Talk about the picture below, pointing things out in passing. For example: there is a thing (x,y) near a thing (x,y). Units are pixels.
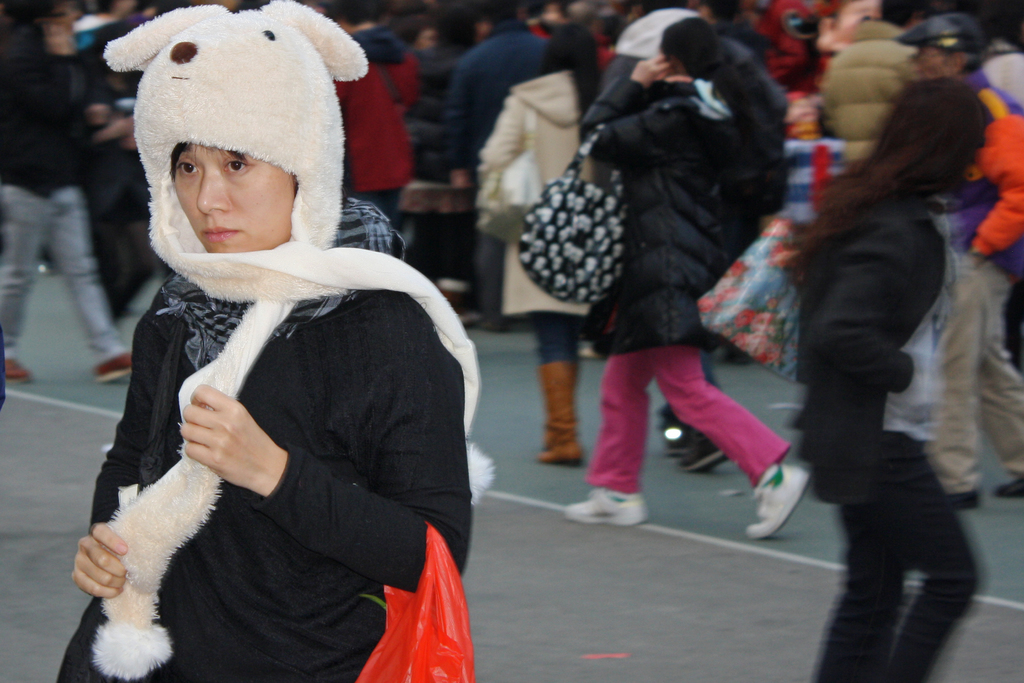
In this image people (413,463) are walking on the road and carrying bags (738,320), objects (777,307) in their hands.
